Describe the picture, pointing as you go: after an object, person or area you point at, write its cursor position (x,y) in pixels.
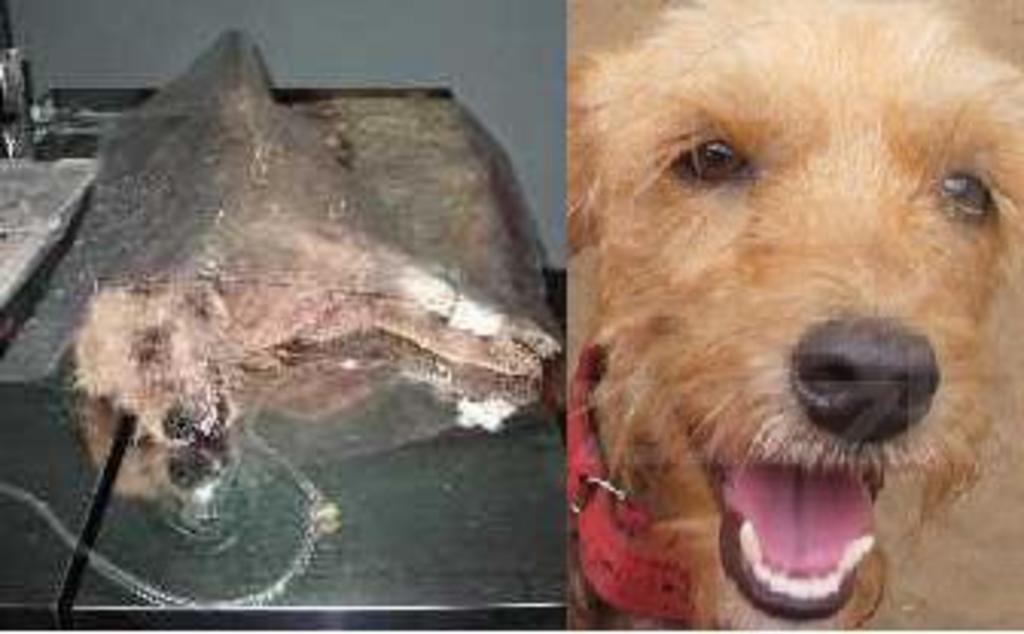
In the picture it is a collage image. In the first image there is the full picture of the dog (208,414) and in the second image only of the face part (802,373) of the dog (814,406) is visible.
